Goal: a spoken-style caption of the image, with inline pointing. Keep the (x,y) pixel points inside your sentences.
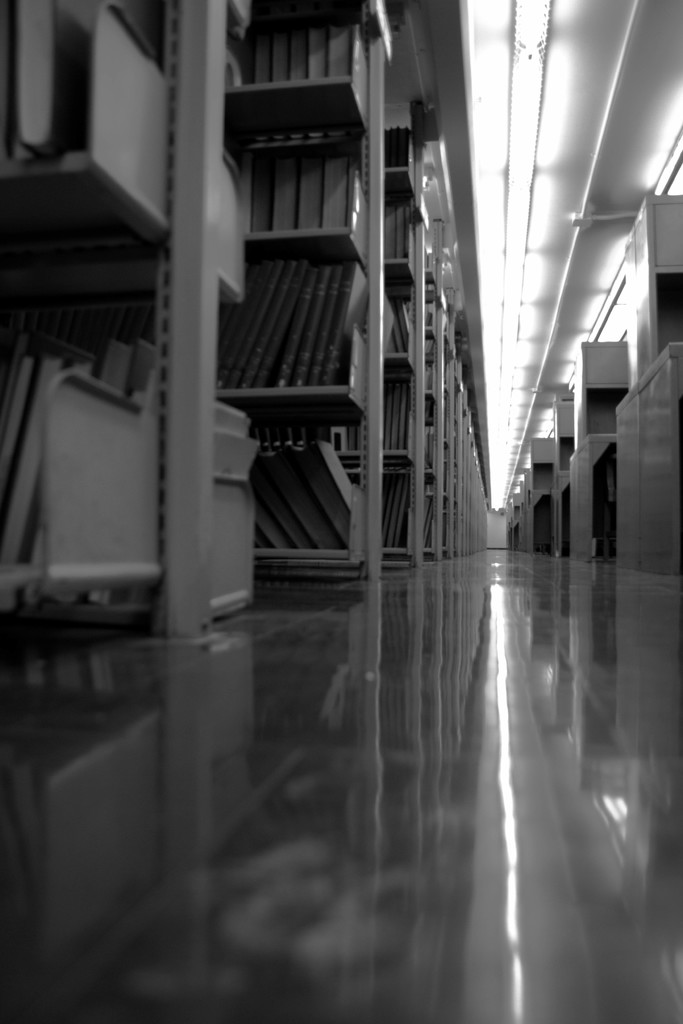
This is a black and white image. In this image we can see a group of books (402,430) which are placed in the racks (368,519). We can also see a roof (639,155) with some ceiling lights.
